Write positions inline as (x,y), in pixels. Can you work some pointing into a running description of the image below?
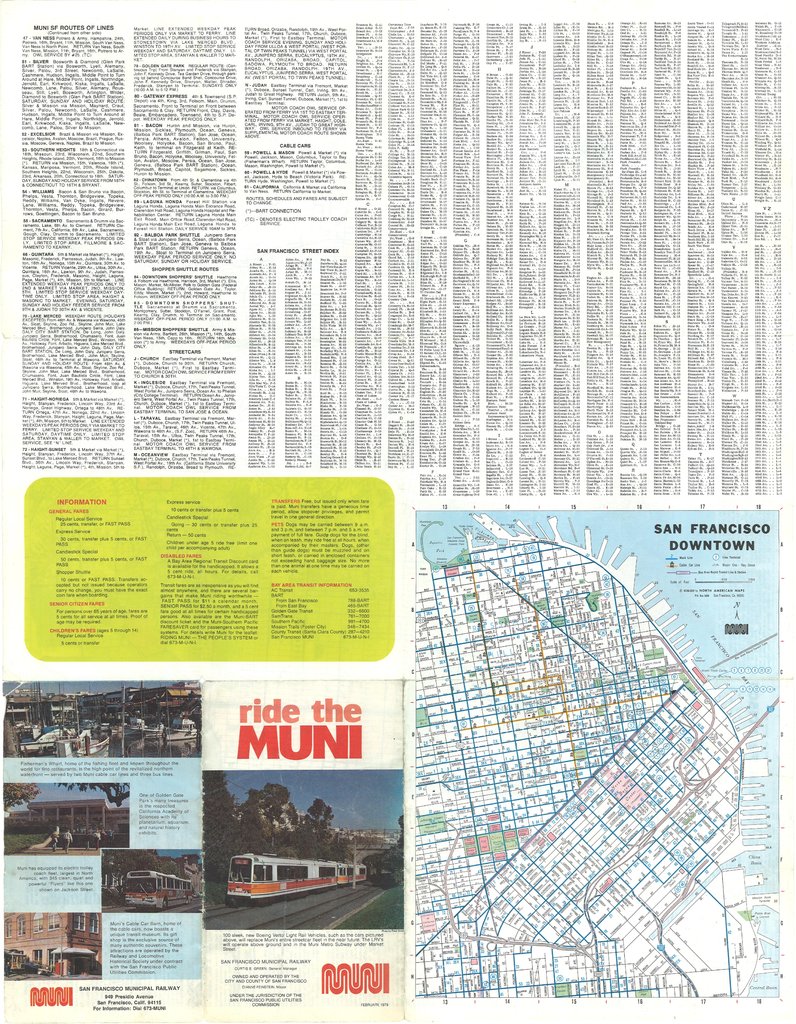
The picture looks like a newspaper column (286,373). In the picture we can see text (173,142), map (564,643), bus (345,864), people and various objects (19,950).
